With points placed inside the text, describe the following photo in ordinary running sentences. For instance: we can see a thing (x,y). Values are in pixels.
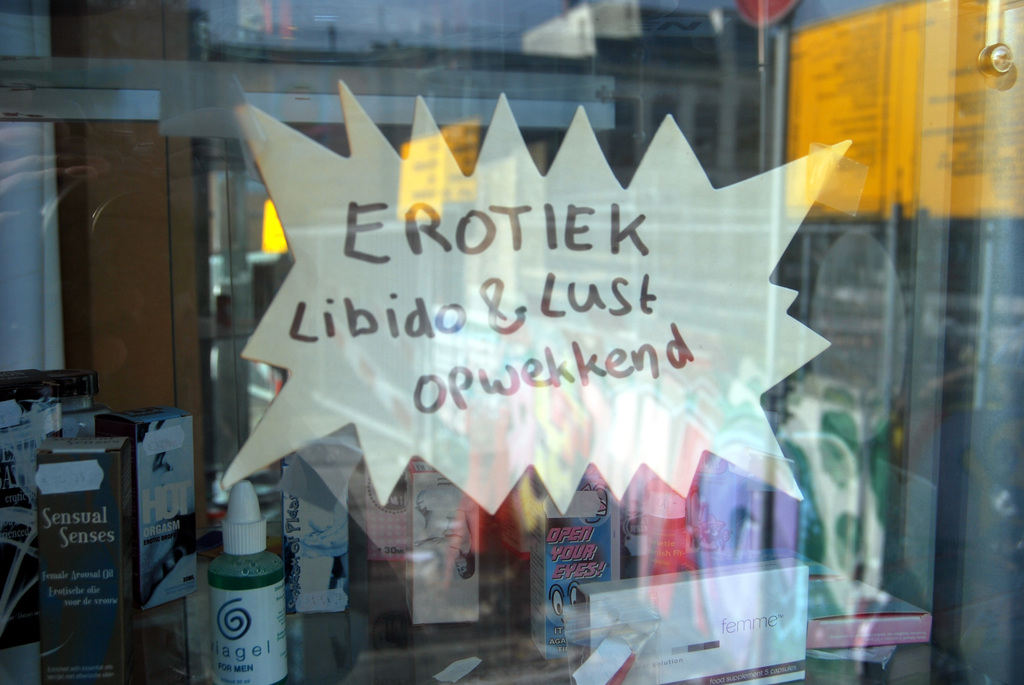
In Front of the picture there is a glass (218,214). here we can see a paper note (404,447) sticked on the glass (549,109). Through the glass (409,470) we can see few boxes (149,568) and bottle (233,626).
